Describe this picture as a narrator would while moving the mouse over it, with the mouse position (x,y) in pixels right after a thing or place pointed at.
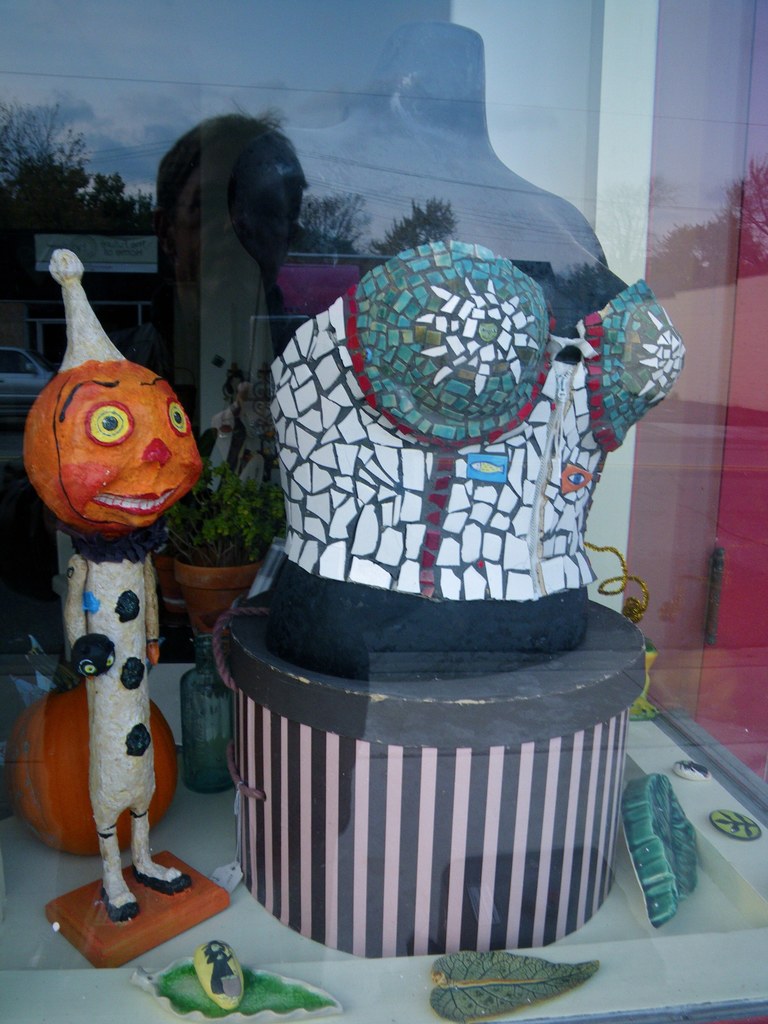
In the center of the image (390,541), we can see toys (92,573).
